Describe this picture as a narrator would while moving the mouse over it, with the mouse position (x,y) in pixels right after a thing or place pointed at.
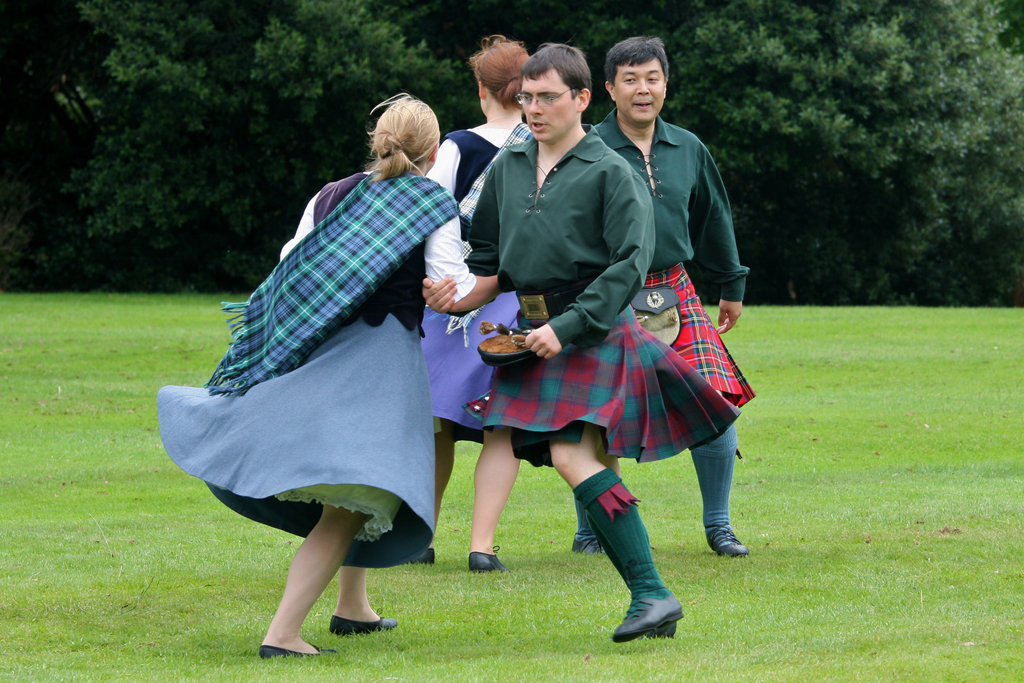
In this picture we can see few people (516,400) are on the grass (776,471), around we can see some trees (297,124).
